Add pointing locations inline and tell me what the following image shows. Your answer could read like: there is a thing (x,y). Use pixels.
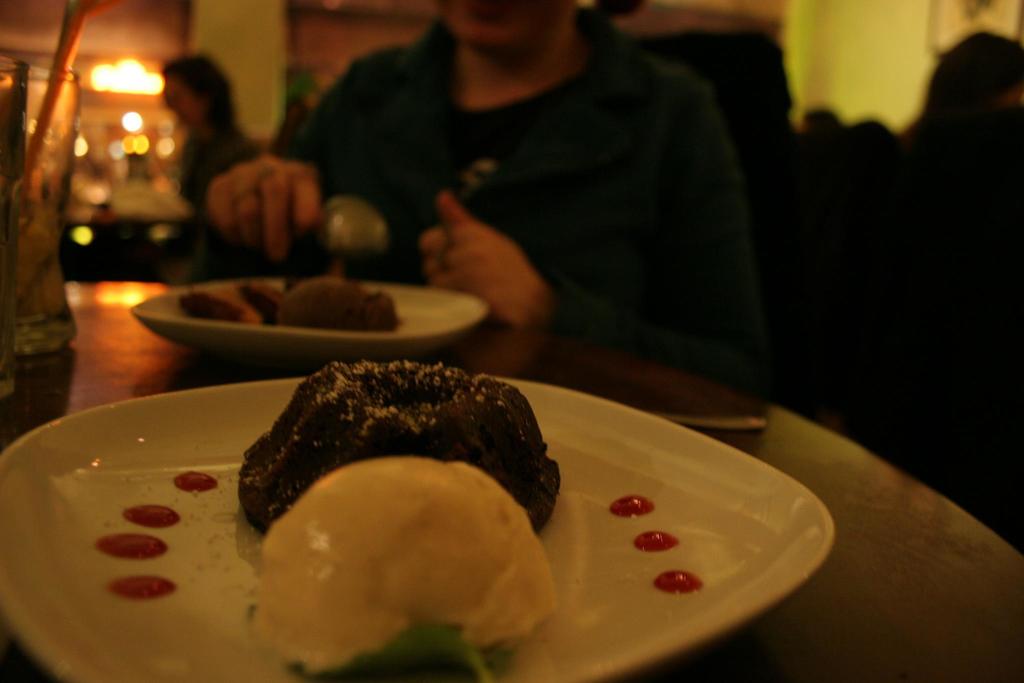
This image consists of few people (503,254). In the front (481,234), we can see a woman (478,217) holding a spoon (373,241). In front of her, there is a table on which there are desserts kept on the plates (87,592). On the left (30,215), there are glasses (2,211). It looks like a restaurant (858,430).
